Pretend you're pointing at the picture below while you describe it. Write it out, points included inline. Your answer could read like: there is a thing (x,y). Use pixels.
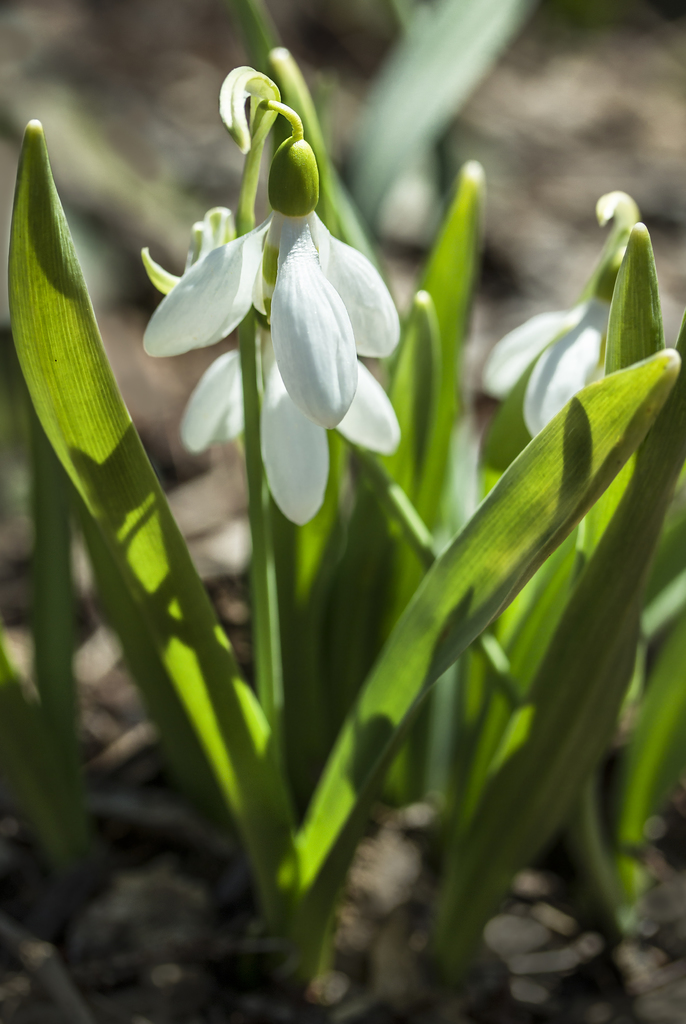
In this picture I can see plants (436,620) and I can see white color flowers (372,273).
